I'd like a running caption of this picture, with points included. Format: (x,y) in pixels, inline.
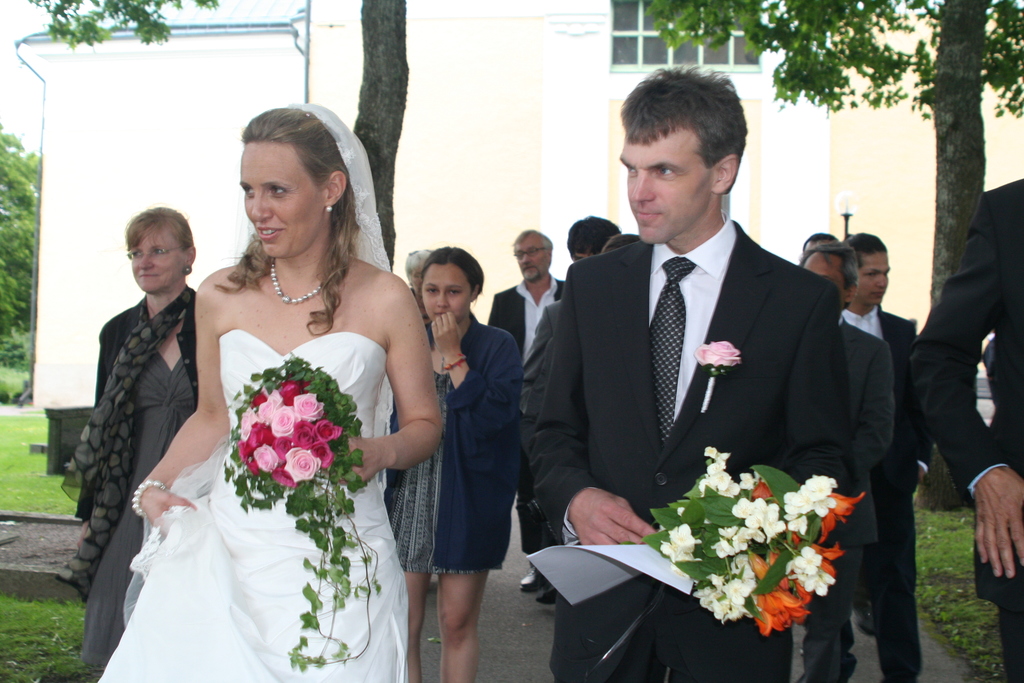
In this image there is a bride (355,628) and groom (687,631) walking on the road (434,617) along with flowers (279,392), behind them there are a group of people (997,503) walking and also there is a building (998,173) and tree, grass (40,491) on the ground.
